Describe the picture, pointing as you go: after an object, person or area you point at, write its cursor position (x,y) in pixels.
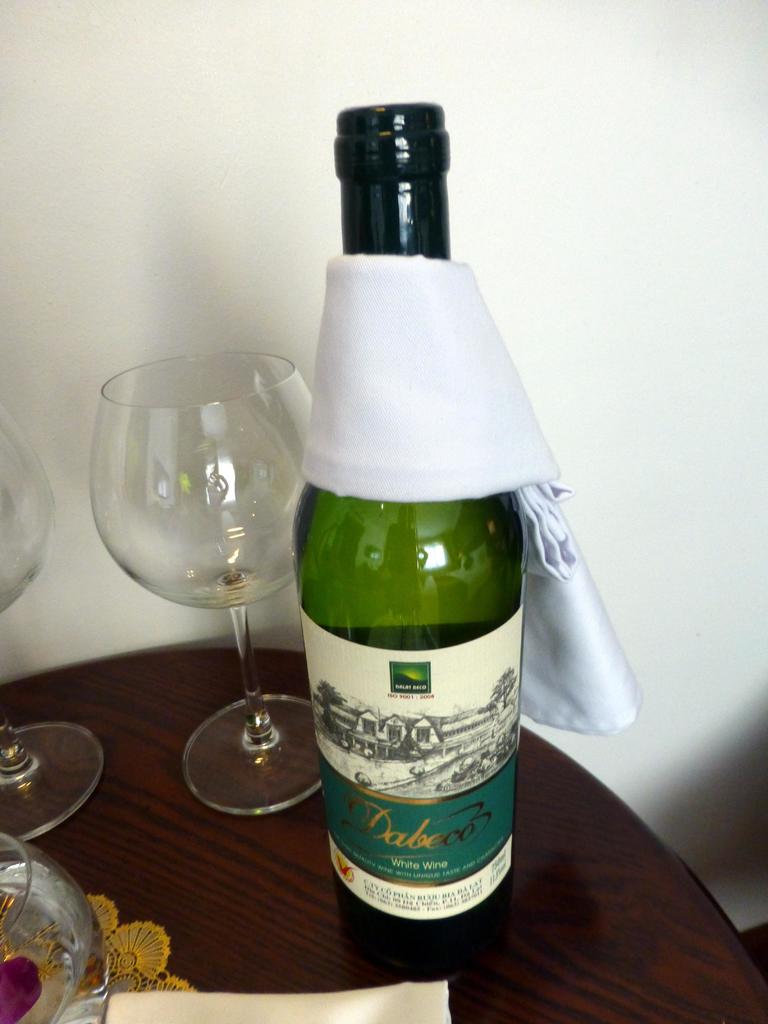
This image consists of a table (562,848). On that table (298,936) there is a napkin (242,1021) in the bottom (419,1011), glasses (38,515) and bottle (426,636) in the middle (349,670). Bottle (349,701) is in green color. A cloth (450,500) is there on the bottle (517,631).
